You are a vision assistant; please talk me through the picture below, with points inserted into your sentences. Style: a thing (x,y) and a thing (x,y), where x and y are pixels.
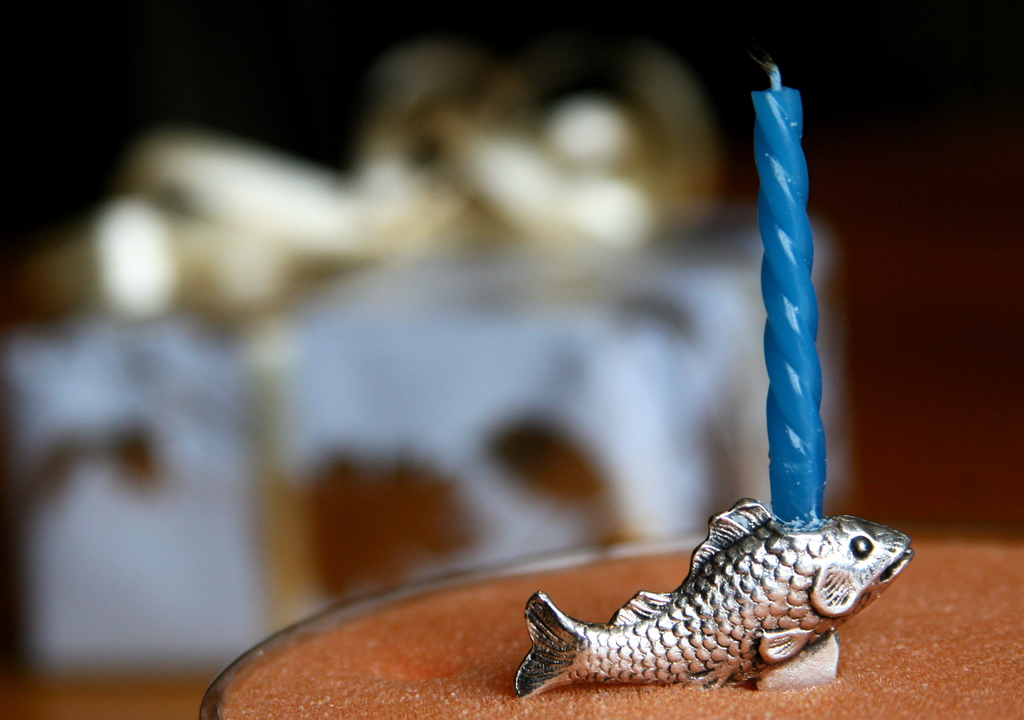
There is a brown color thing (892,668). On that there is a blue color candle (769,291). Near to the candle (768,352) there is a sculpture (723,616) of a fish (733,605). In the background (416,350) it is blurred.
